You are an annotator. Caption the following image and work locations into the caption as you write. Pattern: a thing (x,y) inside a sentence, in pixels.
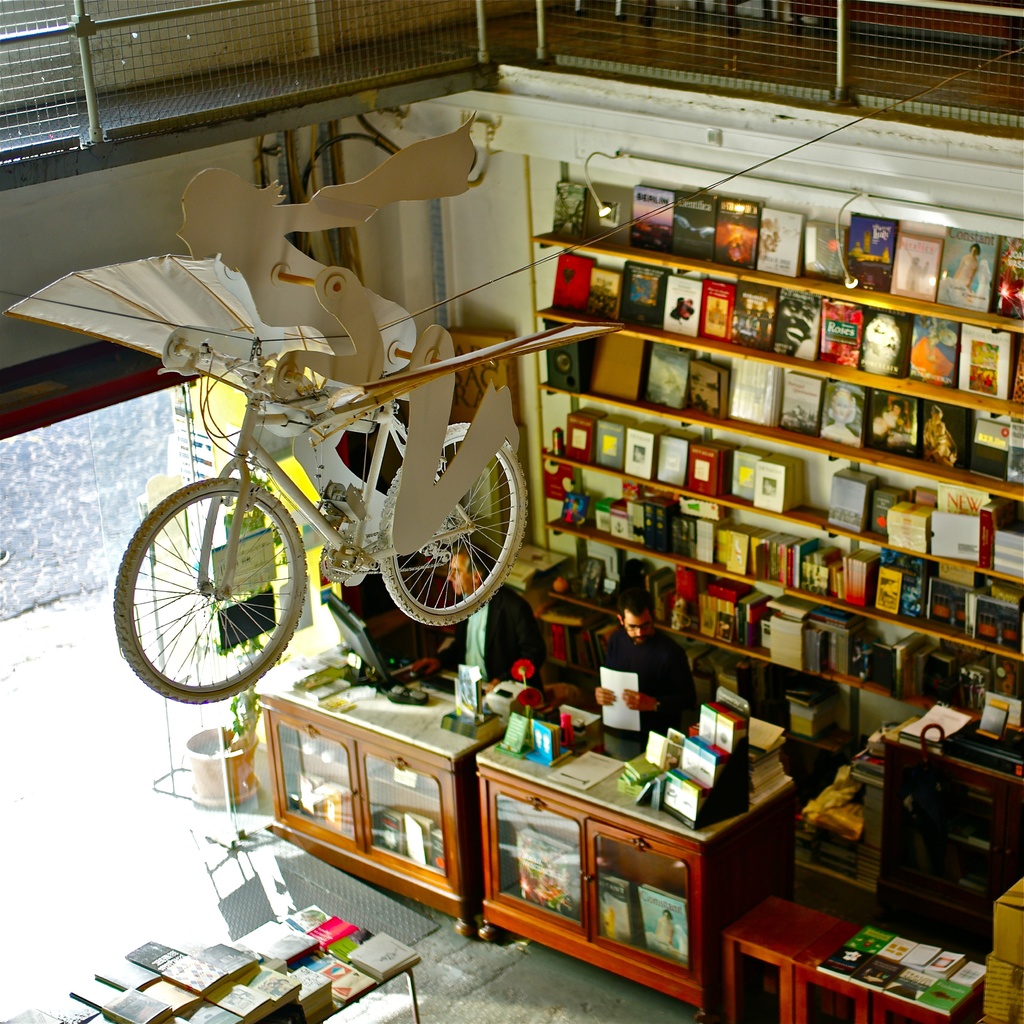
In this image I can see the tables (456,764) in the middle of the room (570,813). Just beside the tables (580,823) there are two persons (529,632). On the right side of the image (908,429) there is a rack (926,622) and few books (661,385) are arranged in it. On the top of the image (173,267) there is a bicycle (376,469). On the left side of the image (238,992) there is a small table (394,975) is filled with books (204,985).
